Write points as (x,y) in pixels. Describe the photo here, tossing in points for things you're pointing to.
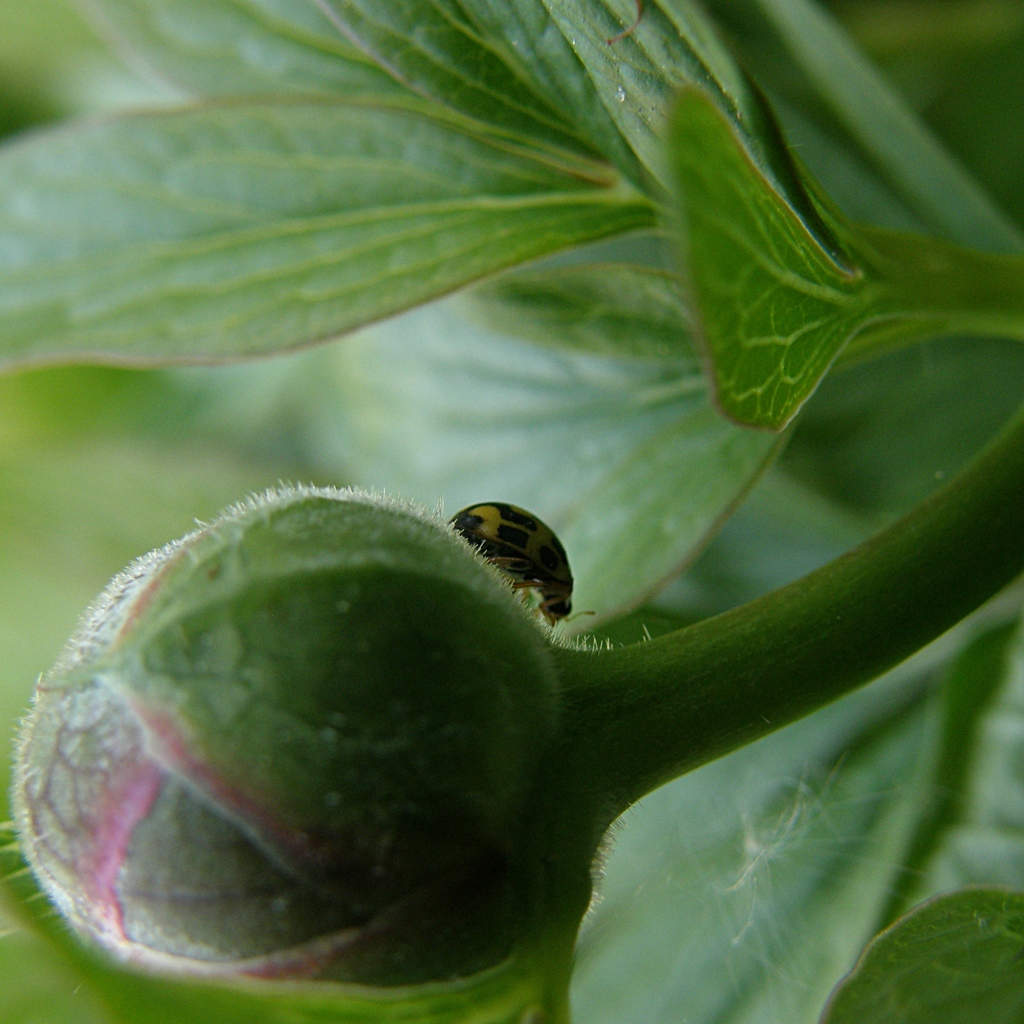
There is a flower bud (329,671) on a plant (627,674). On the bud (460,688) there is a bug (523,560).
